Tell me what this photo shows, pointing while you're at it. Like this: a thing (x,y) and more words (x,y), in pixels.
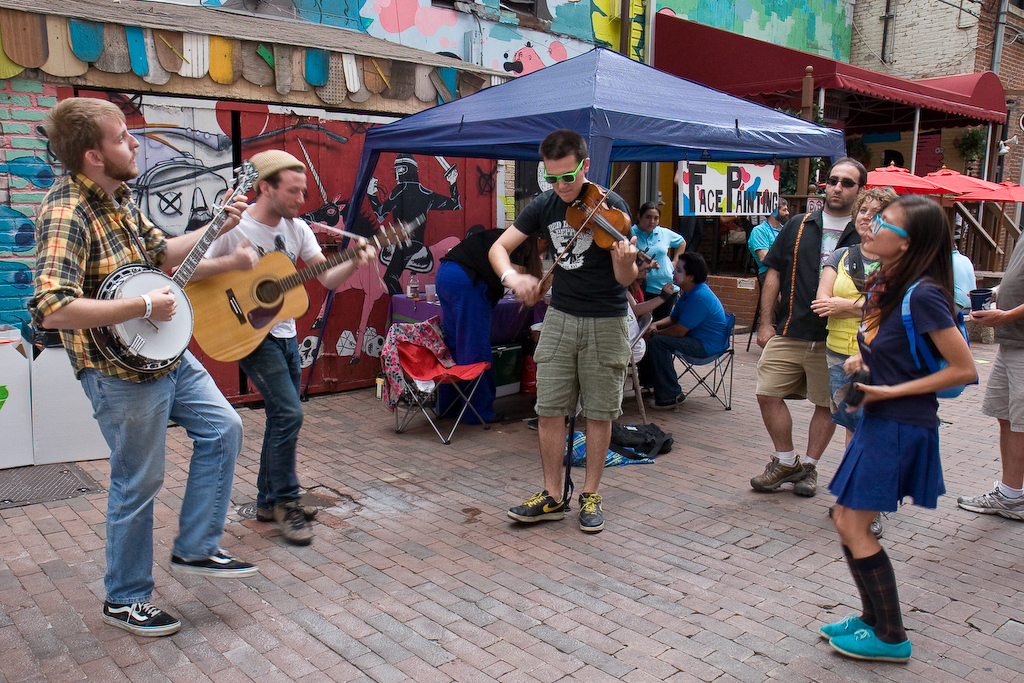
In this image there are group of people (591,301). Few people (269,351) are playing the musical instruments (125,279) few are sitting on the chair (703,358).
